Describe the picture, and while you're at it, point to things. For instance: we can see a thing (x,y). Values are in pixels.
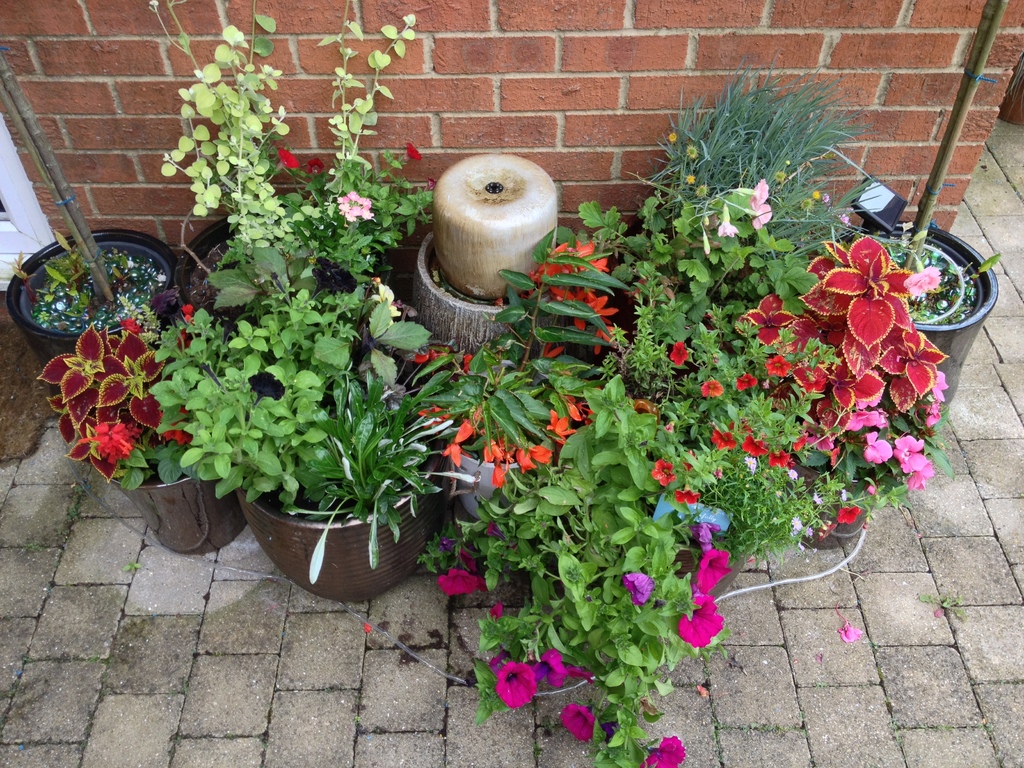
In this picture we can see so many potted plants (572,473) are placed beside the wall (873,108).
